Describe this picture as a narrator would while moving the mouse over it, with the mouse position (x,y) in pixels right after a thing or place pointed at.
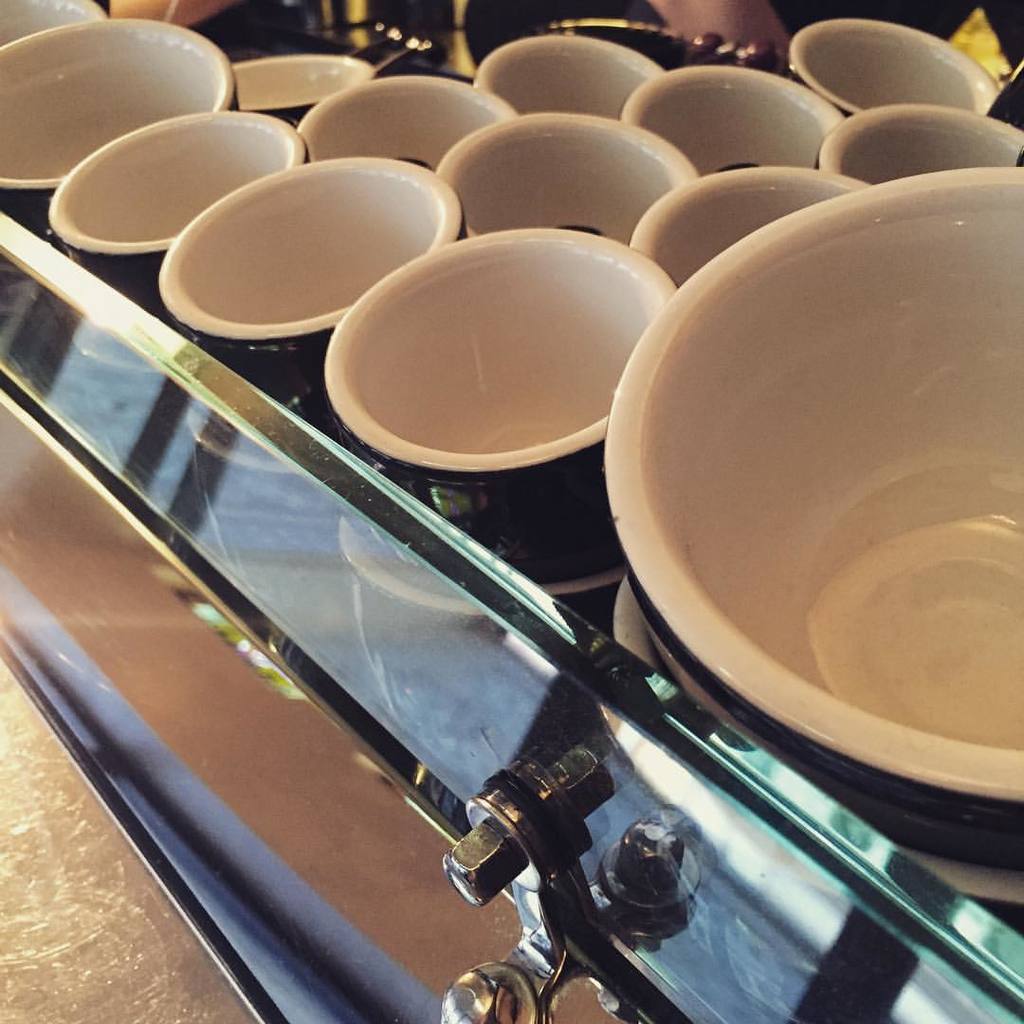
In this image in the center (638,370) there are some bowls (744,439), and at the bottom (475,884) there is a bolt (512,856) and some objects (315,714).
